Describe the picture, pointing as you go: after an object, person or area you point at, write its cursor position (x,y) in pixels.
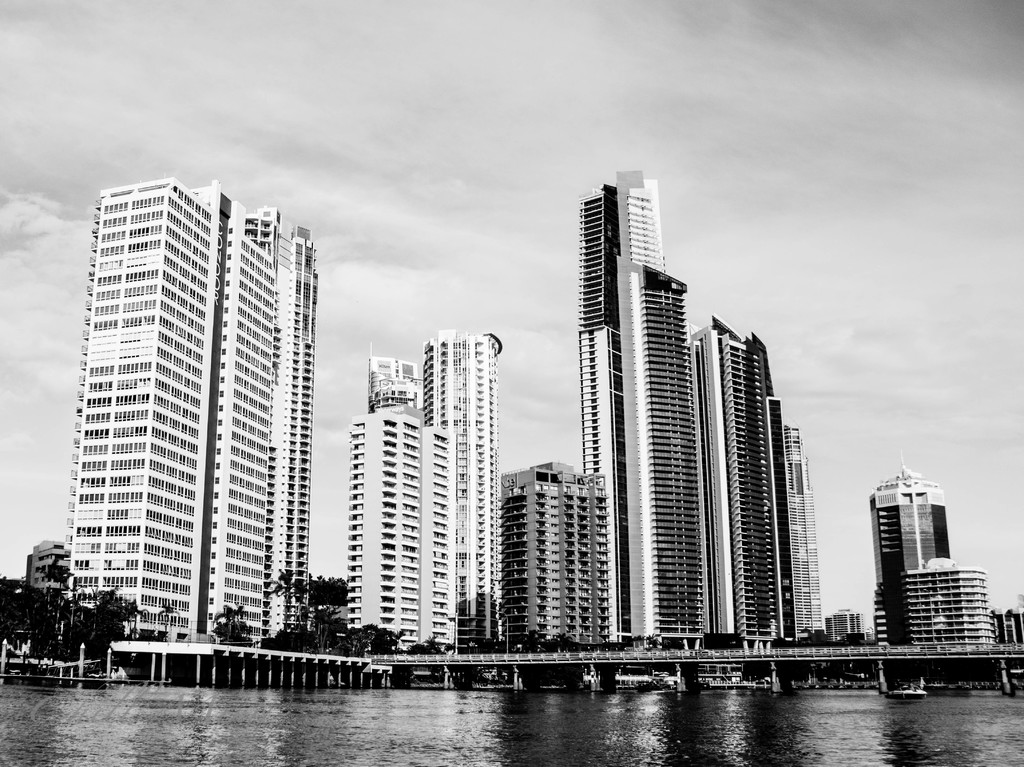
In this picture we can see some buildings (283,472) here, at the bottom (814,747) we can see water (720,704), we can see a boat (910,691) here, there are some trees (307,614) here, there is sky (474,186) at the top of the picture (474,186).
